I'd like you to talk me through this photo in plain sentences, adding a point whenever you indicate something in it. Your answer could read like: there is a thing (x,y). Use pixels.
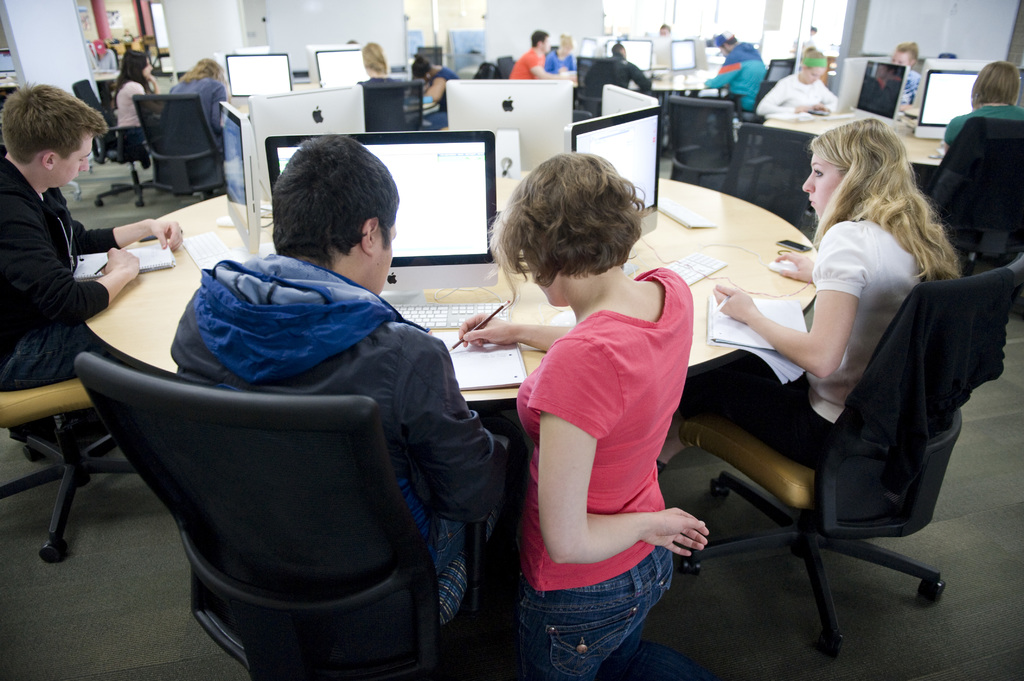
In this image we can see there are so many tables (494,298), around the tables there are a few people (565,257) sitting, one of them is sitting on her knees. On the table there are monitors (426,222), keyboard (472,306), mouse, books (484,363) and few are holding pens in their hands (468,325). In the background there are few boards (577,45) and a wall (126,28).
